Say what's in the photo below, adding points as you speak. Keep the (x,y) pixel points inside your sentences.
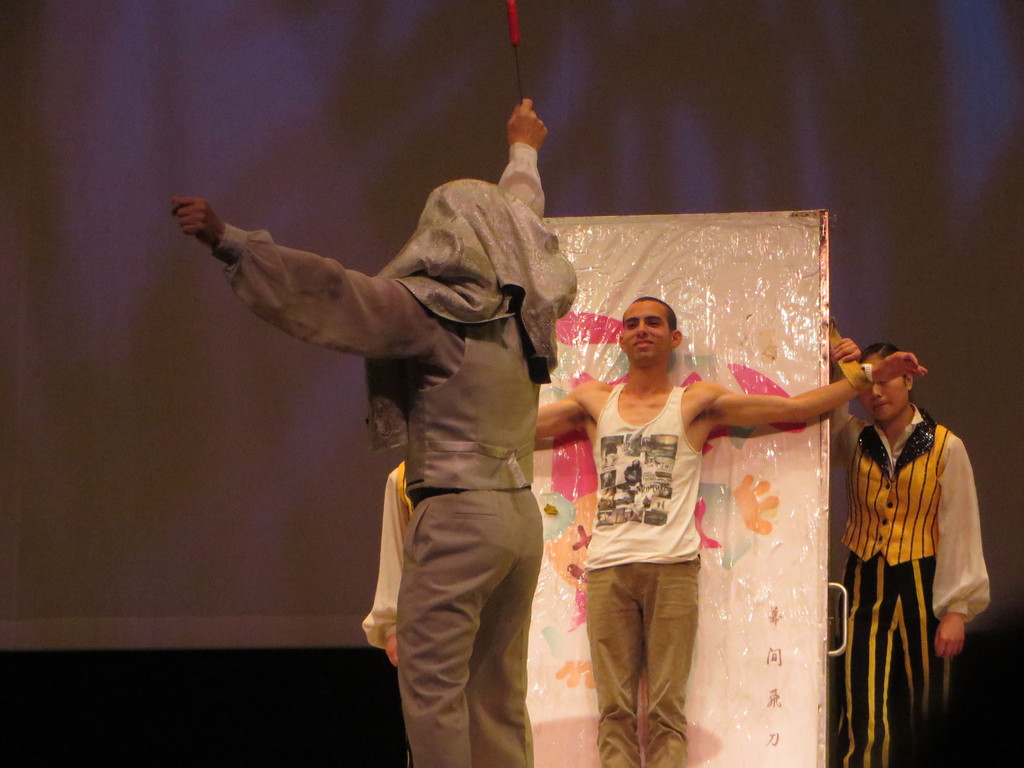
In the center of the image (674,328) there are persons (695,412). In the background of the image (606,136) there is screen (654,147).
